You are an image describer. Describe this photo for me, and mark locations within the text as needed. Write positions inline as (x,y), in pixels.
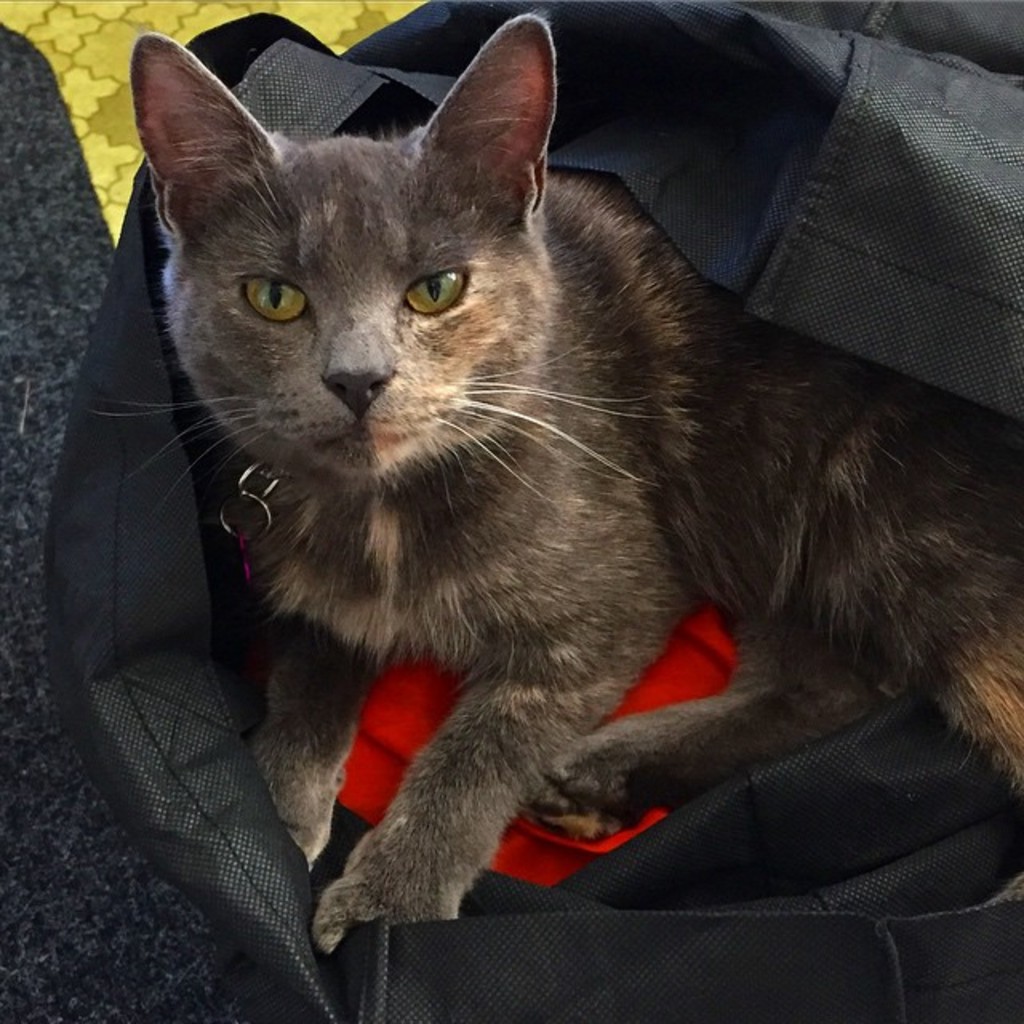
In this picture I can see a cat (533,549) in the bag (969,340) and it looks like a mat (50,174) on the floor (142,11).
